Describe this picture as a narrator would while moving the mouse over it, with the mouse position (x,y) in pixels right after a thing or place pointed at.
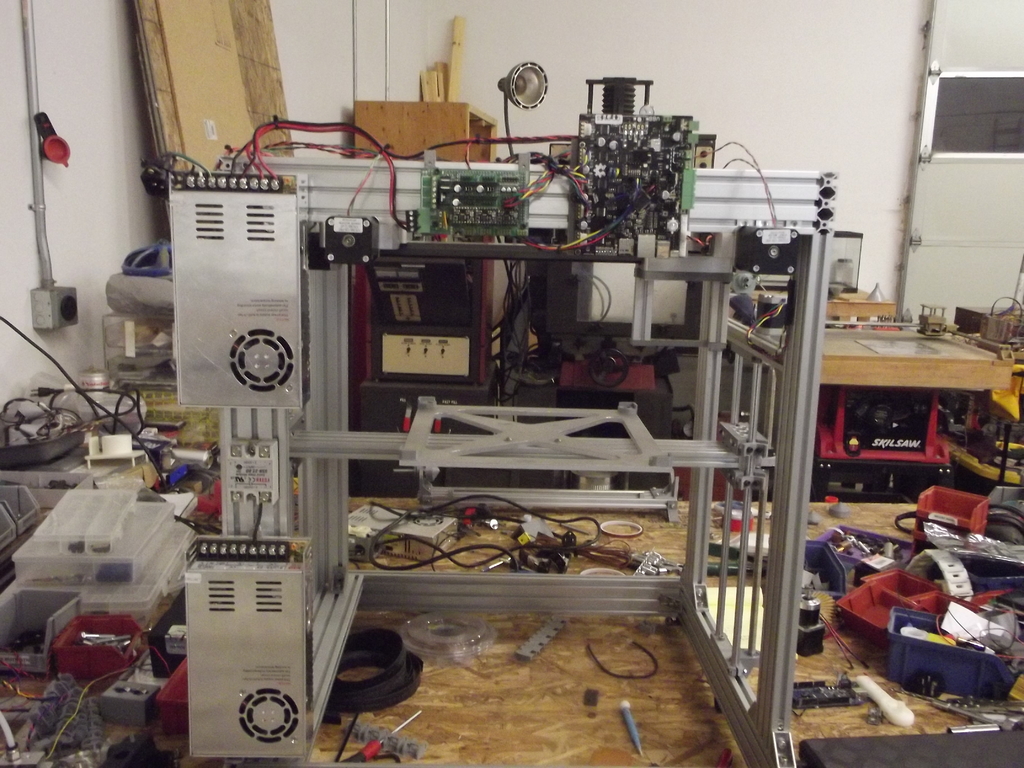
In this image I can see there are machine parts (588,136), cable wires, boxes (852,597) visible on the workbench (456,686) and I can see a white color wall (828,67) visible at the top (305,36).
